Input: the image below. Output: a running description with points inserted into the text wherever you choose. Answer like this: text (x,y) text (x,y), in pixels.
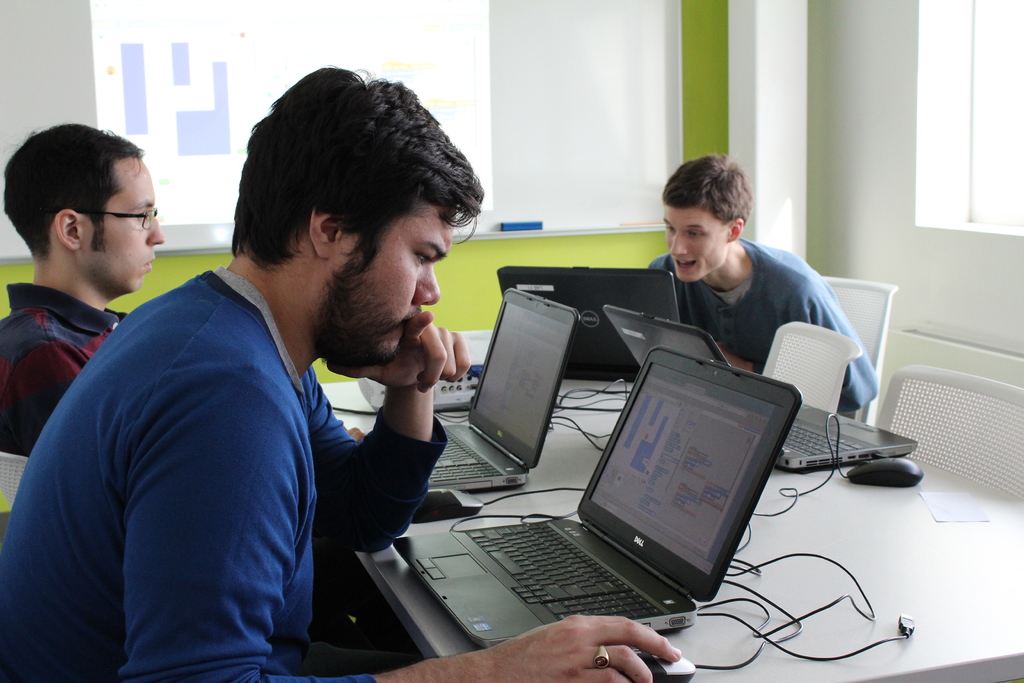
The image is taken inside the room (651,124). In the center of the image (604,430) there is a table (865,490). There are three people (127,538) sitting around the table (911,509). There are chairs (843,377). We can also see laptops (710,495), papers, wires (798,554), mouse (873,478) which are placed on the table (819,547). In the background (840,261) there is a screen (652,182) and a wall (694,95).
